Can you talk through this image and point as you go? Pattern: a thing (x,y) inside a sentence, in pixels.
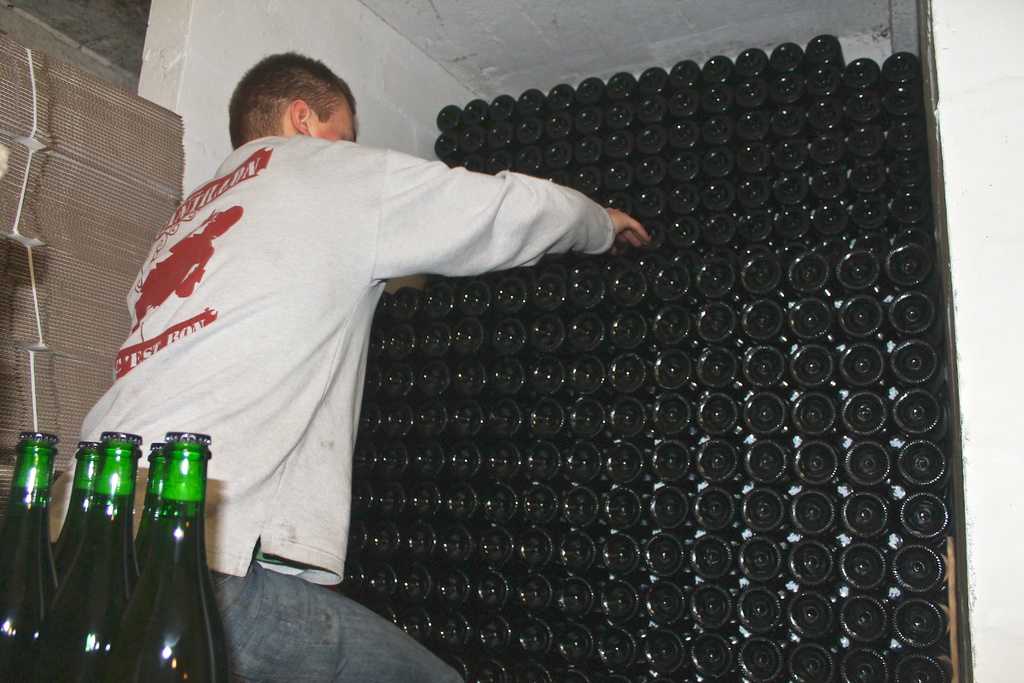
It is an image there are lot of bottles (696,272) placed like a wall (575,123) there is a person (225,563) who is collecting the bottles (88,541) beside him and putting them in the order in the background (237,71) there is a white color wall (231,37).
